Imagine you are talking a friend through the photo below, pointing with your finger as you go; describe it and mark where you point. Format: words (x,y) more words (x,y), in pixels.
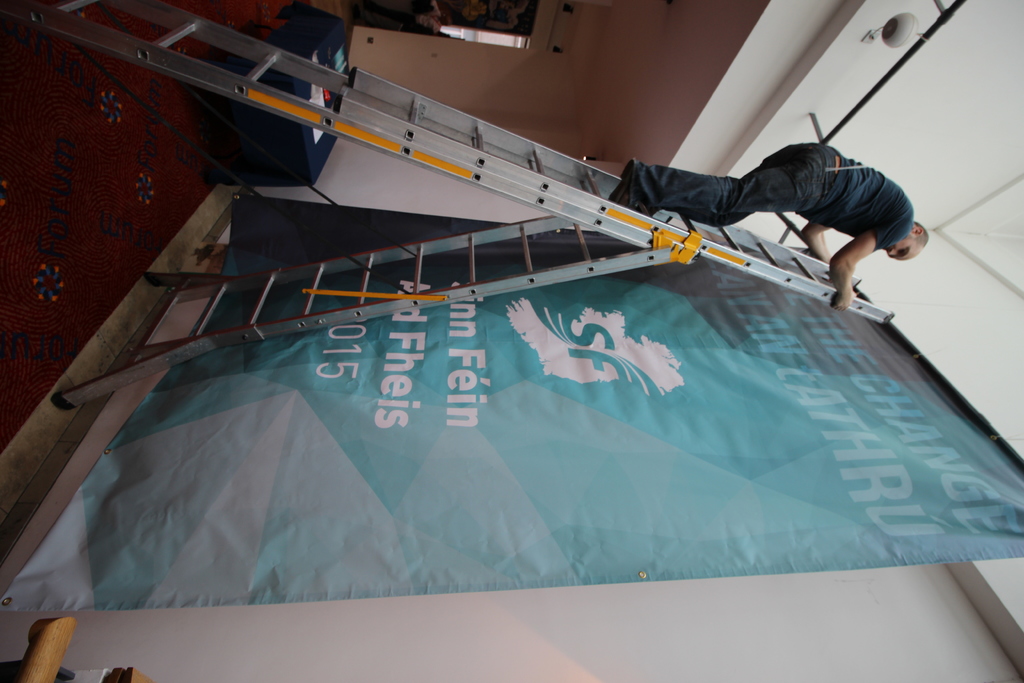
There is a ladder (556,211). On that a person (681,190) is standing. Near to the ladder (693,234) there is a wall (885,609). On that there is a banner (910,384) on the stand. On the floor (148,211) there is a carpet (103,221). Also there is a table (280,151).
